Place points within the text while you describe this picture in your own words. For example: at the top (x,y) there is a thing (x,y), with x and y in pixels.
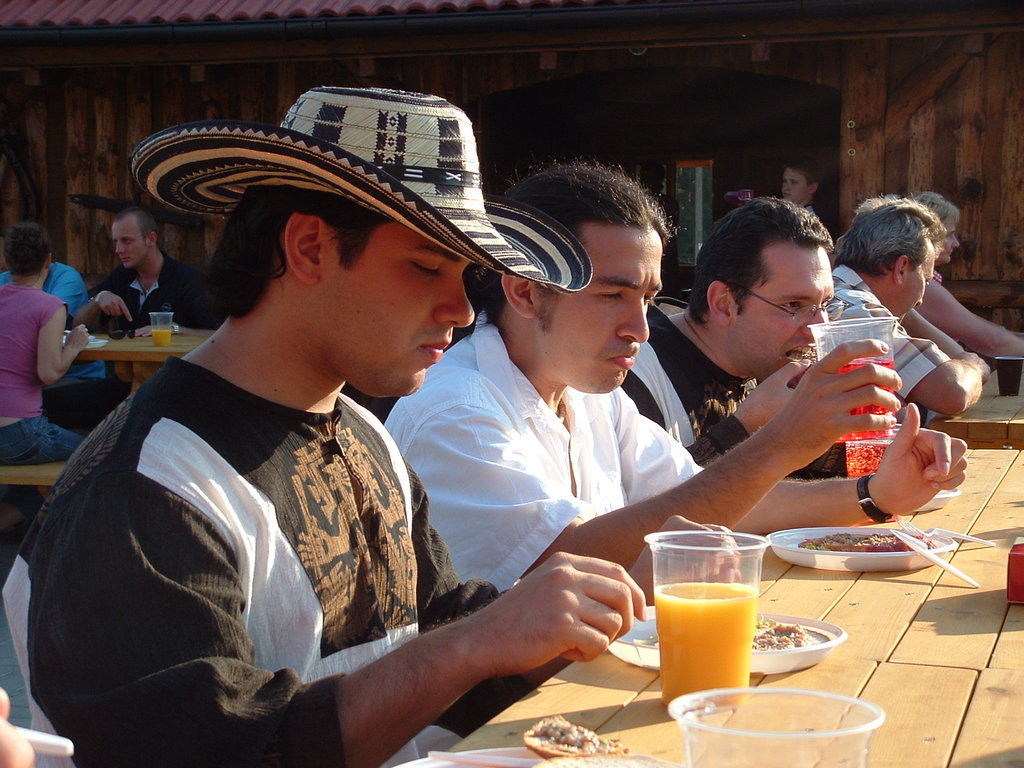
In this picture we can see the group of boys (442,459) sitting on the chair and eating the food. In front (214,508) there is a boy (231,518) wearing black and white color t-shirt (295,511) with a cowboy hat (367,198) eating something/ On the table (950,729) we can see orange juice glass (668,625). In the background (978,39) there is a wooden shed house (784,135).
